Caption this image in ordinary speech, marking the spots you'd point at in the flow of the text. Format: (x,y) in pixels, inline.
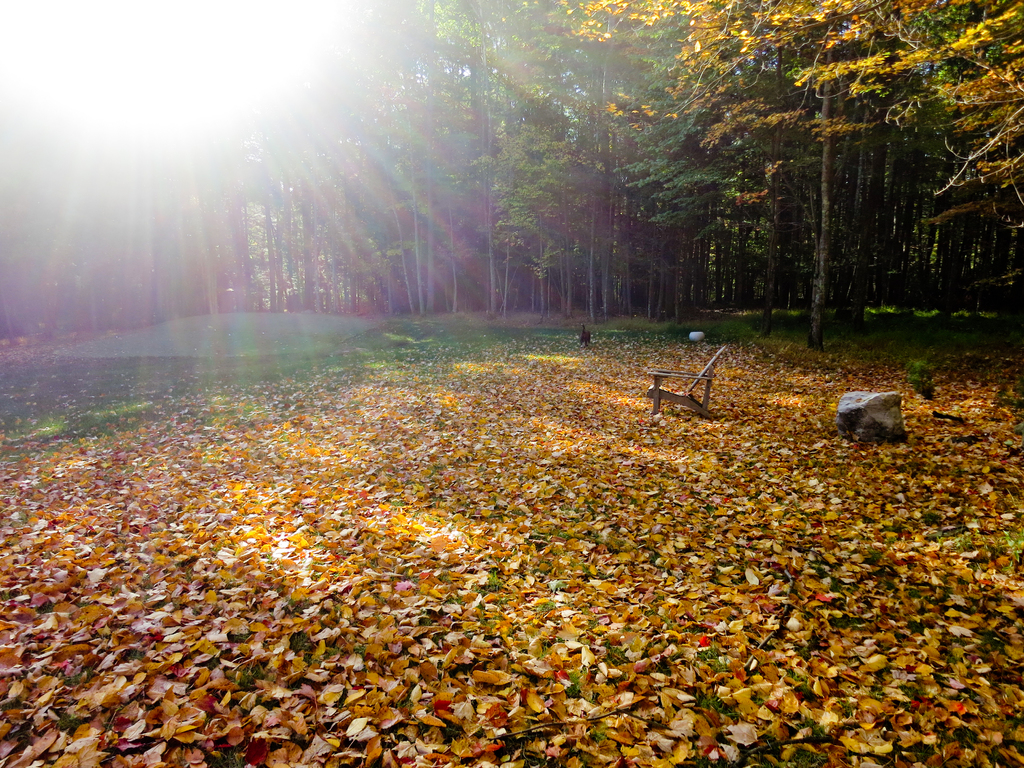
In this image, we can see trees (760,240) and there is sunlight (299,145). At the bottom (287,531), there is a chair (690,394), a bird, a rock (872,419) and there are leaves (423,459) on the ground (323,468).
